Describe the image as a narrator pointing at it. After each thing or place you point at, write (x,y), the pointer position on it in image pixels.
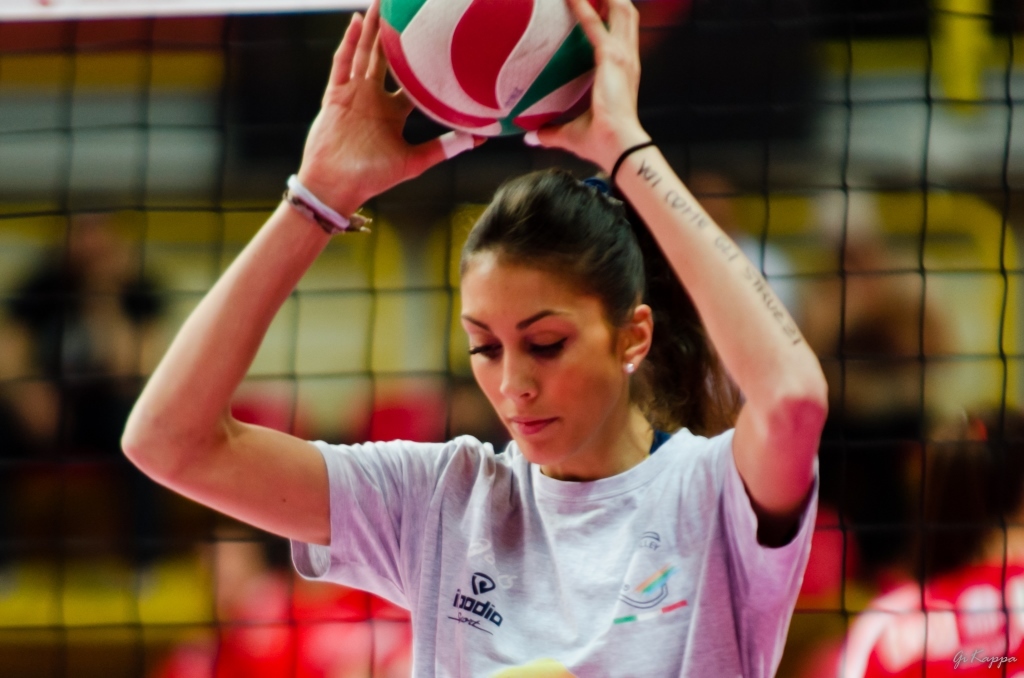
Here we can see a woman (673,353) holding a ball (583,93) with her hands (340,156) and there is a mesh (371,653). There is a blur background (173,645).
